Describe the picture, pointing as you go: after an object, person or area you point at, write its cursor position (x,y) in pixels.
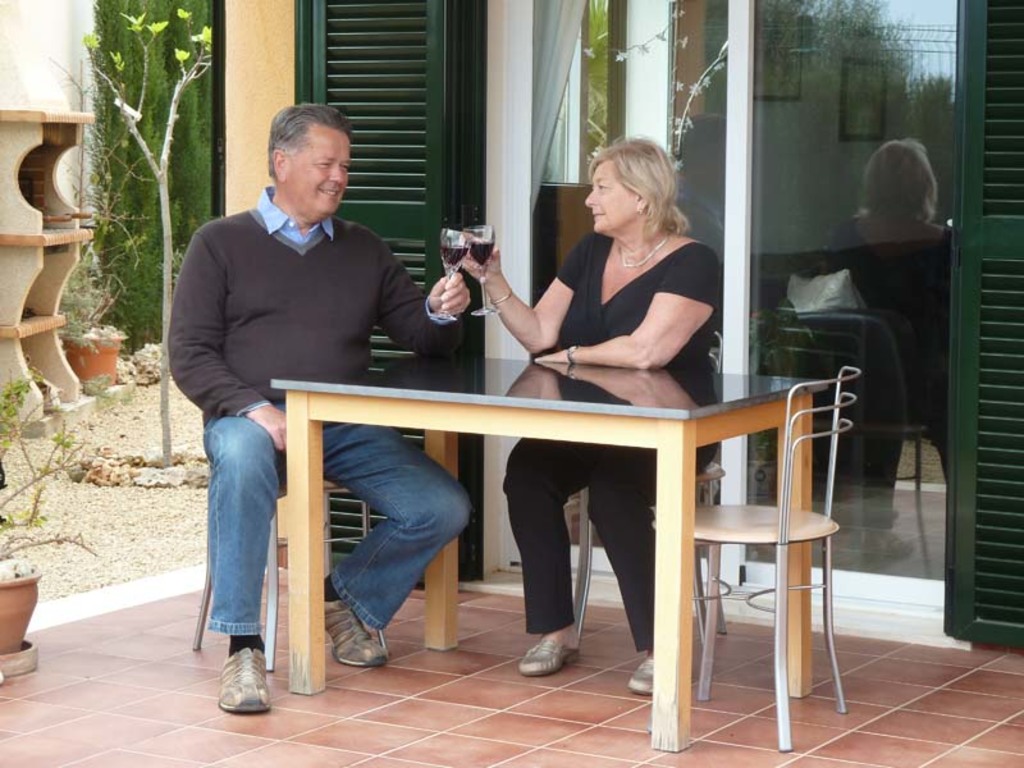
In the center (531,344) we can see two persons (335,273) were sitting on the chair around the table (380,388). And they were holding two wine glasses (466,245). In the background (142,125) we can see plant (83,325), tree (166,53), flower pot (109,357), sand (128,548), door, glass (796,120) and curtain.
